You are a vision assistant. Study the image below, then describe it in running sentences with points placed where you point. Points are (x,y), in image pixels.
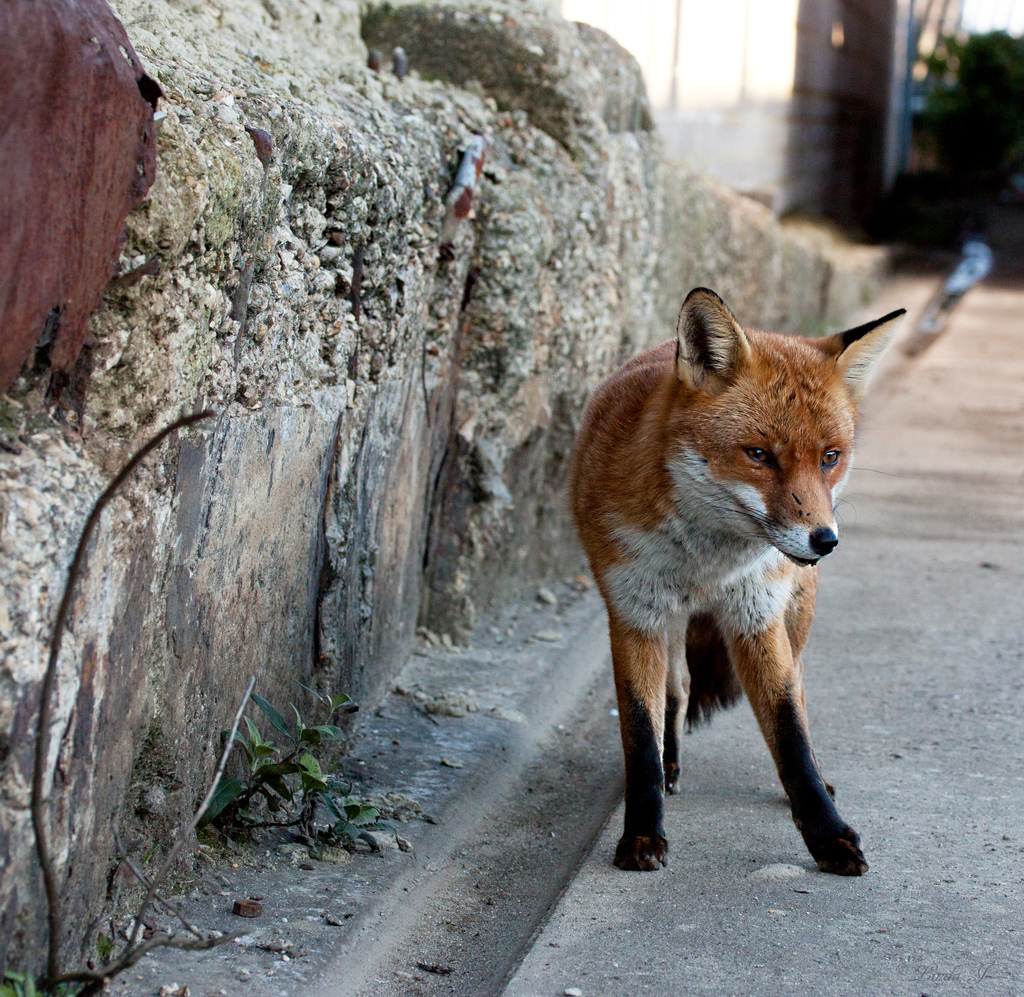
In this image I can see an animal (773,484) in brown and white color. I can see the wall (585,233) and the blurred background (1022,215).
